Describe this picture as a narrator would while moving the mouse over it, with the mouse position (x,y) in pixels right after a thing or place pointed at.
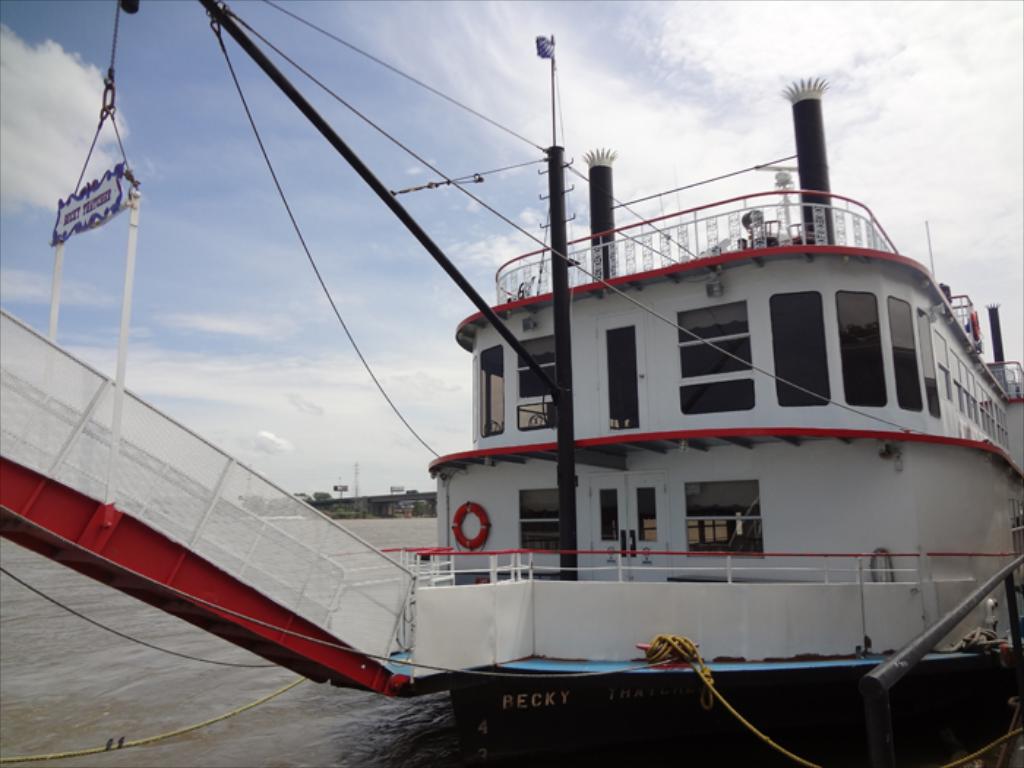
In this image I can see the ship (645,586) on the water (150,684). The ship (404,555) is in red and white color. And I can see some windows (858,338) to it. There are also few ropes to the ship (643,602). In the back (386,120) I can see the clouds (595,15) and the blue sky (249,253).
